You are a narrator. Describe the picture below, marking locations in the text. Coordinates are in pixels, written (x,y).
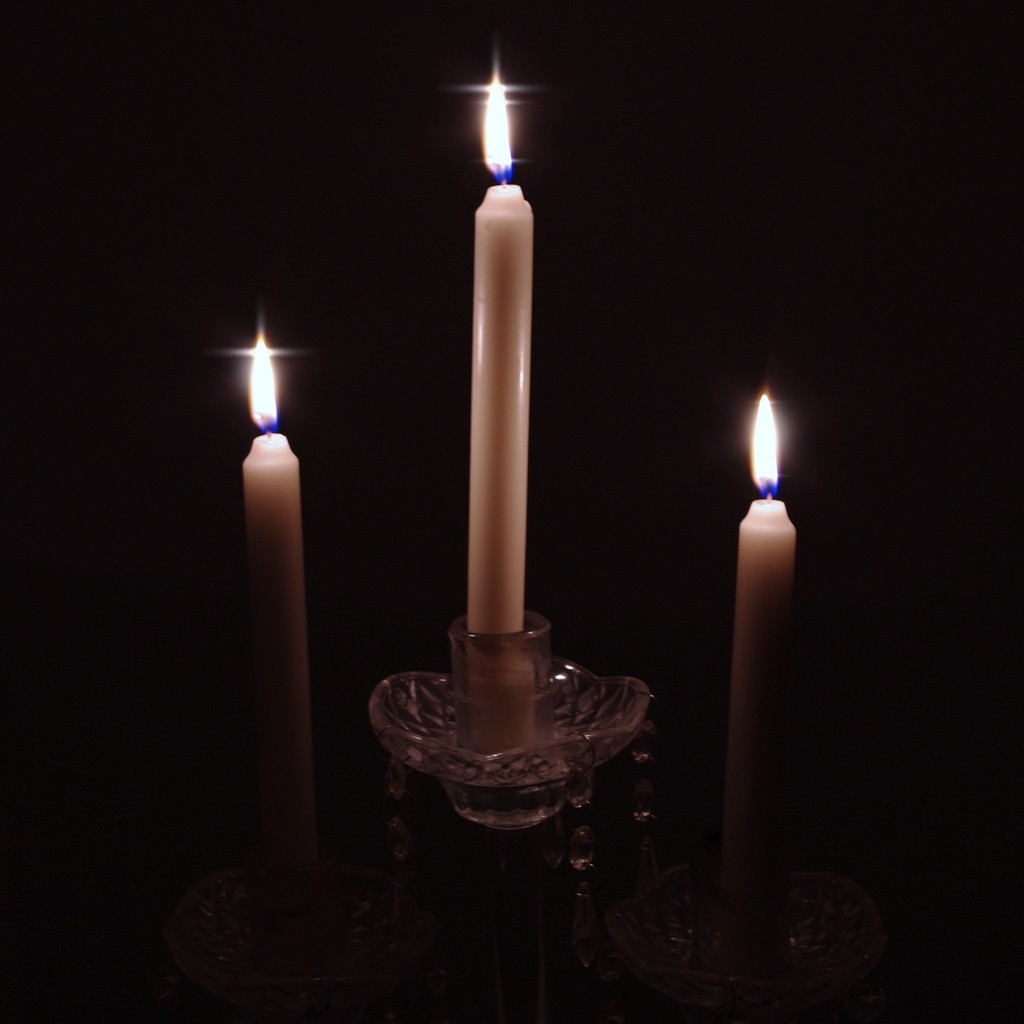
In this picture I can see there are three candles (732,895) arranged on the stand (586,866) and the backdrop of the image (915,37) is dark.
